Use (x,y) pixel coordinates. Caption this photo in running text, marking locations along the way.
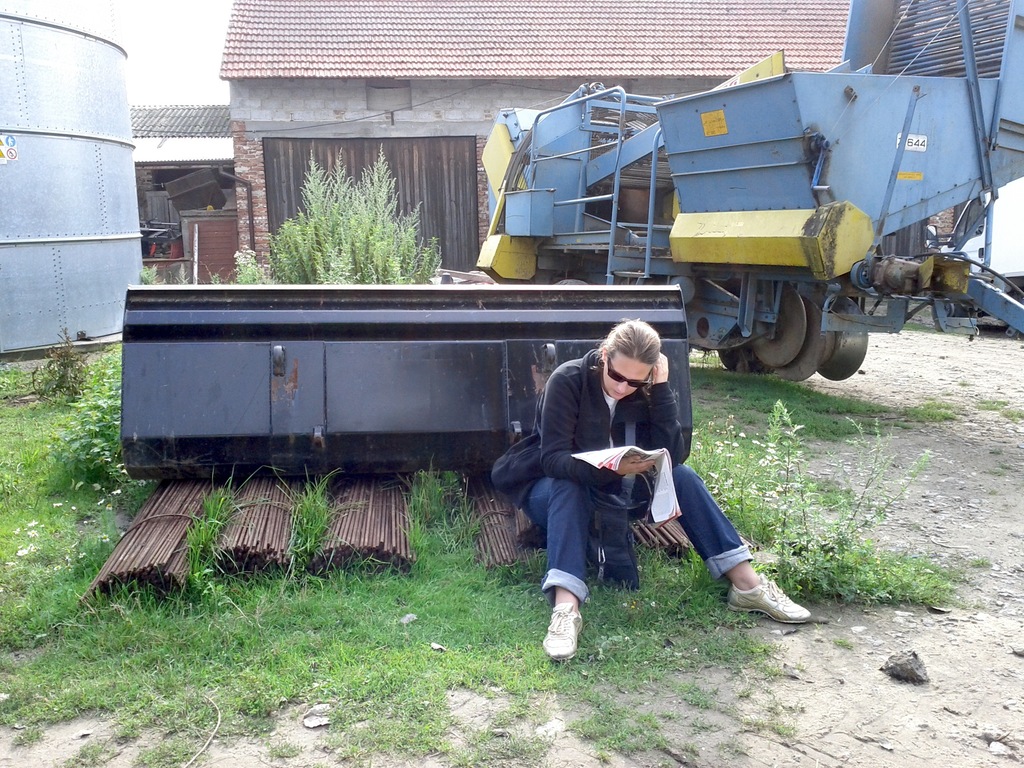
This is an outside view. In the middle of the image (362,511) there are few steel rods (278,556) placed on the ground (316,612). On these rods (270,510) there is a metal object (268,366) and I can see a woman (565,453) is wearing a jacket (563,445), sitting, holding a paper (585,458) in the hand (643,464) and looking into the paper (612,458). On the ground (335,634), I can see the grass (109,647) and plants (97,423). On the right side (808,162) there is a machine tool (622,165). On the left side (65,226) there is a metal object (63,224). In the background (433,135) there is a house (230,46). at the top of the image (221,1) I can see the sky (151,80).
